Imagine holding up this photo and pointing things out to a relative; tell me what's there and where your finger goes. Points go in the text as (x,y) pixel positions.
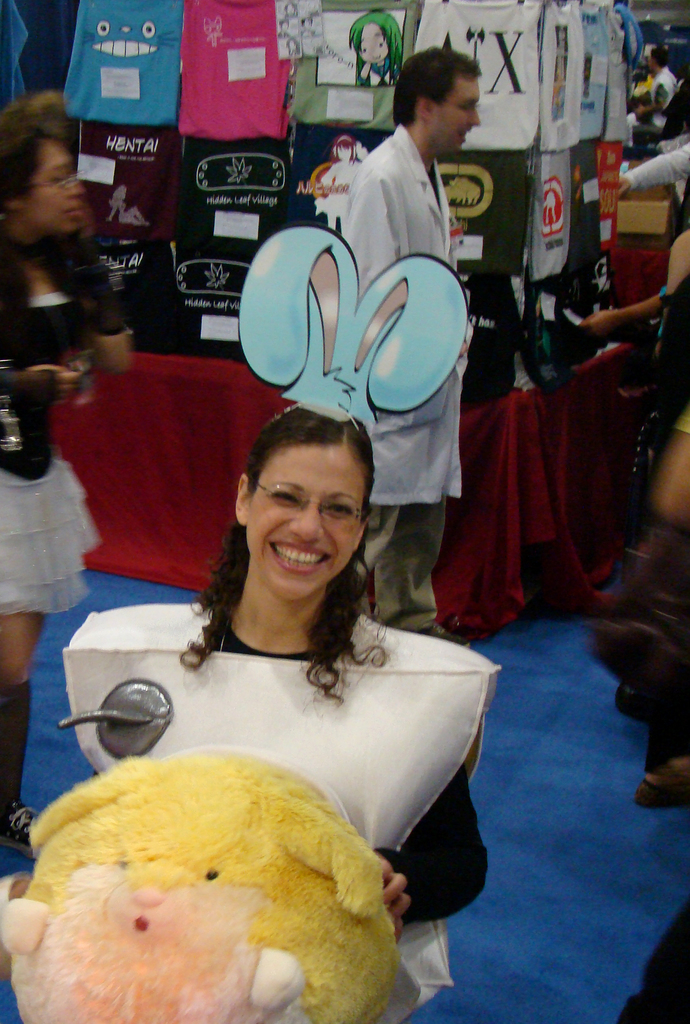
This picture might be taken inside the room (553,421). In this image, on the left side (203,997), we can see a woman (453,697) holding a toy (212,982) in her hands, we can also see another woman (4,466) on the left side (9,483). In the middle of the image (433,447), we can see a man (431,410) standing on the mat (550,747). On the right side (685,122), we can see group of people (648,520). In the background (269,206), there are some clothes (214,225) and shirts (572,42), at the bottom (584,840), we can see blue color mat (588,882).
